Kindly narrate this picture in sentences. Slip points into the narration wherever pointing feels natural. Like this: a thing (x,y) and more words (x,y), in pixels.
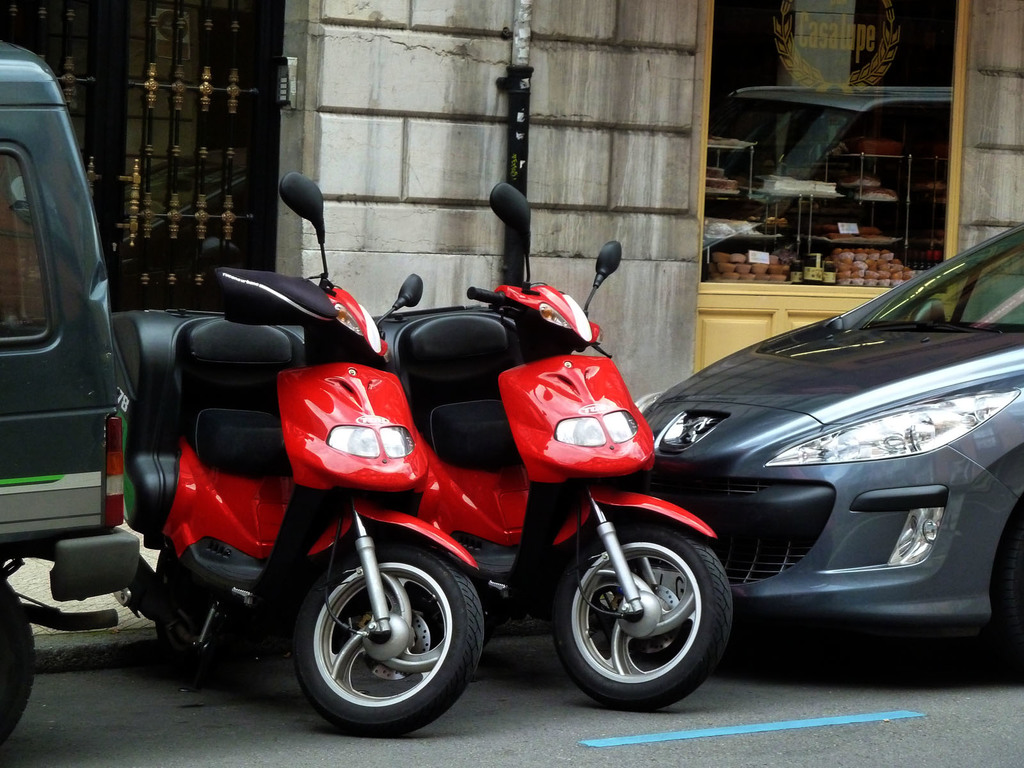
There are bikes (400,525) and cars (701,504) on the road (877,752). In the background (575,51) we can see a wall (586,224) and a glass (881,213). From the glass (810,215) we can see food items (875,198).
